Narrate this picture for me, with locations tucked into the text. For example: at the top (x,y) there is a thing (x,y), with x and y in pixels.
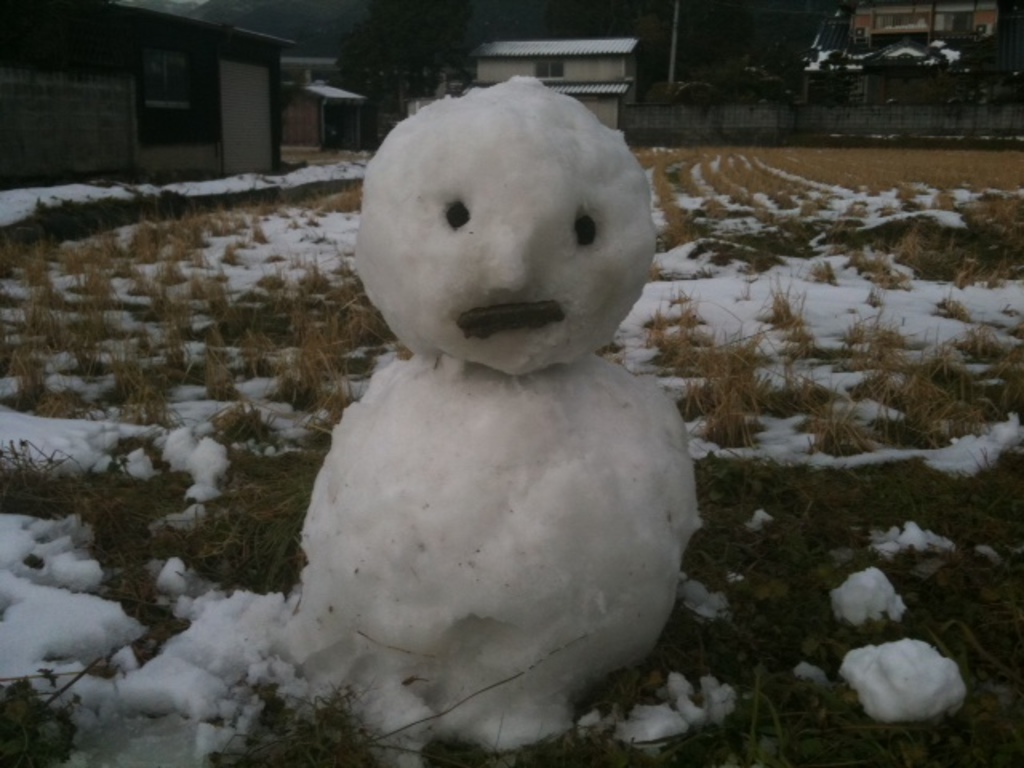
In this image we can see a snowman (536,502), also we can see the grass (181,338) and snow (180,394) on the ground (210,329), in the background (209,86), we can see some houses (169,89), trees (473,63) and the wall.
